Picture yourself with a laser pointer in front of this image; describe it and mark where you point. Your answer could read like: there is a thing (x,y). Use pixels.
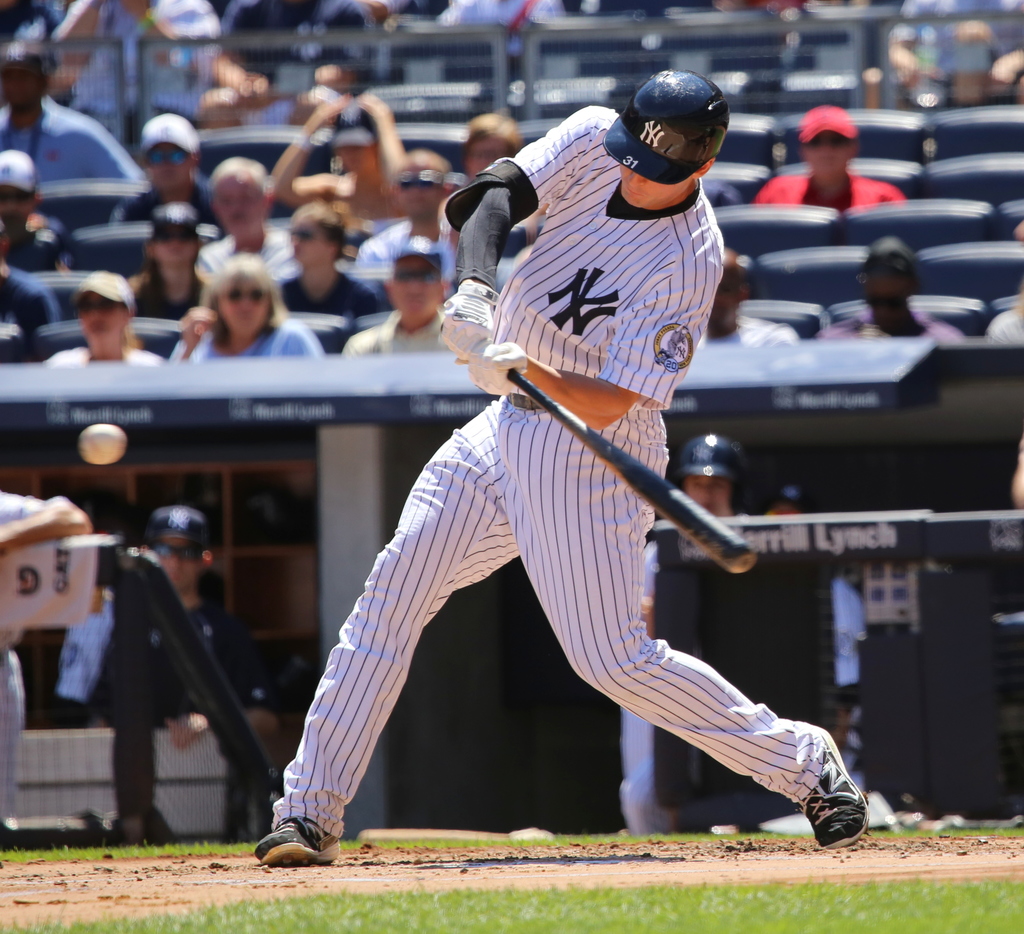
In this image we can see a person (602,397) wearing white color dress (515,534), black color helmet (675,121) playing baseball holding black color baseball stick (698,522) in his hands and there is a ball (101,451) and in the background of the image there are some persons (78,356) sitting on chairs (259,153).
